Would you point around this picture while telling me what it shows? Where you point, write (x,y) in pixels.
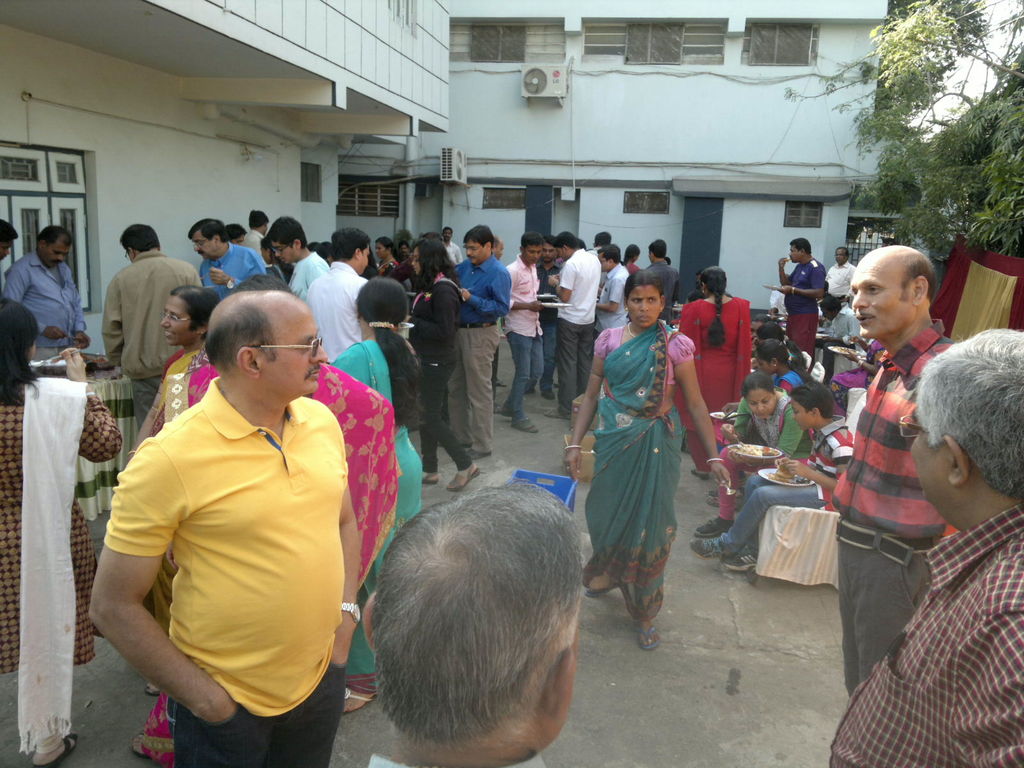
In this image there are buildings (315,203). In front of the buildings (639,88) there are a few people (451,440) standing and walking, few are holding plates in their hands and few are sitting and eating food (739,453), which is on the plate (769,484), there is a table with food items (102,360) on it. On the right side of the image (978,170) there is a tree (961,166) and few clothes (992,264) hanging on the wire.
